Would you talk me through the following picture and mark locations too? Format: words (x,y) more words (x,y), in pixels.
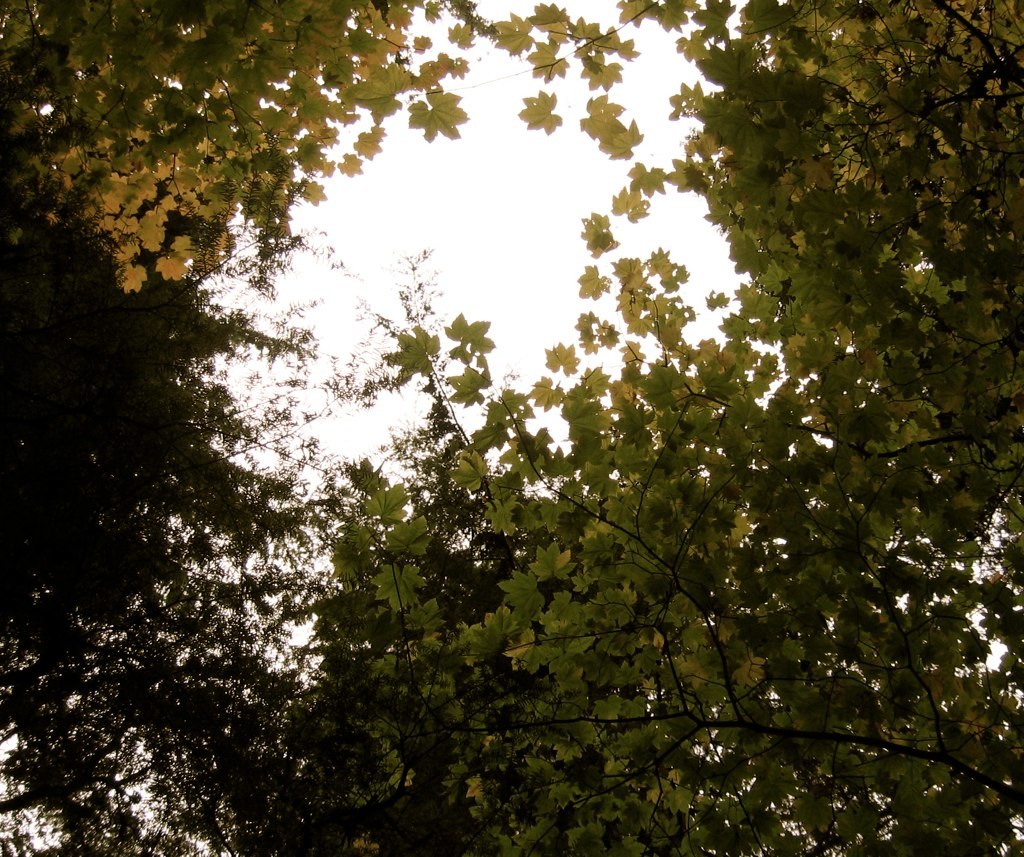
This picture is clicked outside. In the foreground (152,287) we can see the trees (608,465). In the background (424,244) we can see the sky (452,237).
